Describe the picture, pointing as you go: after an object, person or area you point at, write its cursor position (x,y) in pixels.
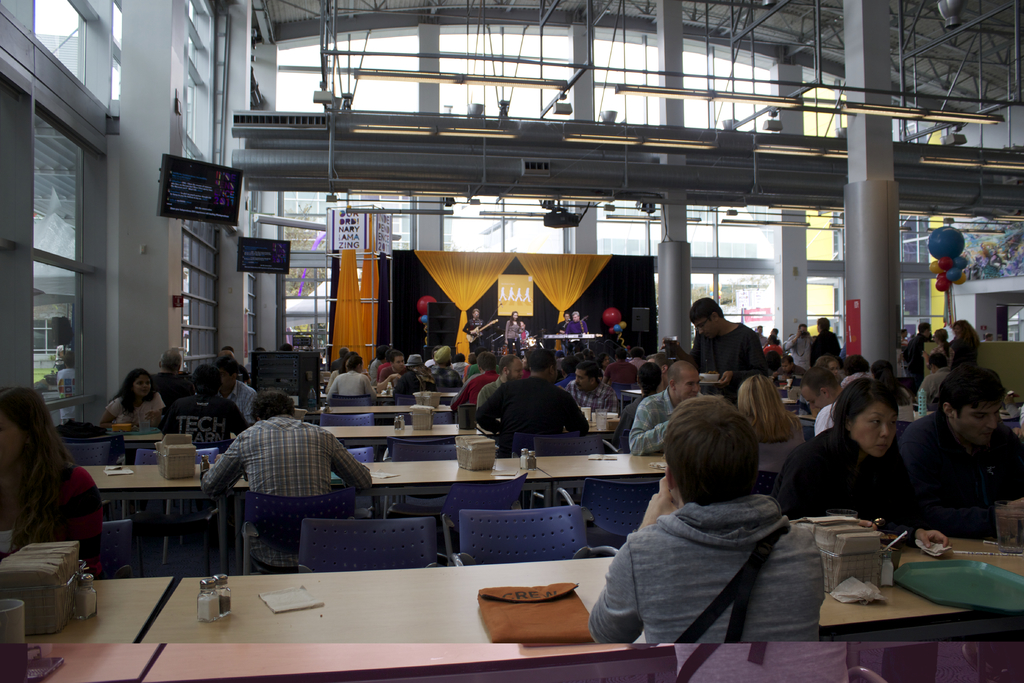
This is a picture taken in a hall (276,224), there are a group of people (636,435) sitting on a chair (411,526) in front of them there is a table (386,573) on the table (386,573) there is a bottles (217,608), tissues (296,607) and plates (975,577). Background of this people (516,388) there is stage (461,328) on the stage (521,333) some people (521,333) performing the music. The stage (544,295) in the color yellow and black.
